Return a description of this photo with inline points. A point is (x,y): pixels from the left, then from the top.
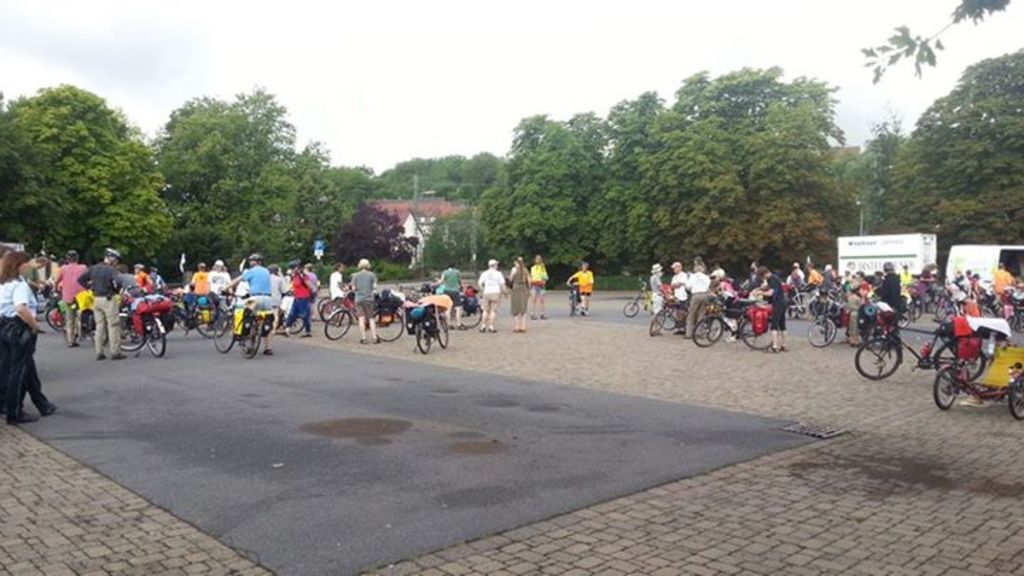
In this image there are some persons (45,266) who are sitting on some vehicles (186,308), and some of them are walking. At the bottom (160,407) there is a walkway (91,354) and in the background (674,179) there are some houses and trees (653,118) and some poles (861,204), and at the top of the image (427,54) there is sky (333,42).
